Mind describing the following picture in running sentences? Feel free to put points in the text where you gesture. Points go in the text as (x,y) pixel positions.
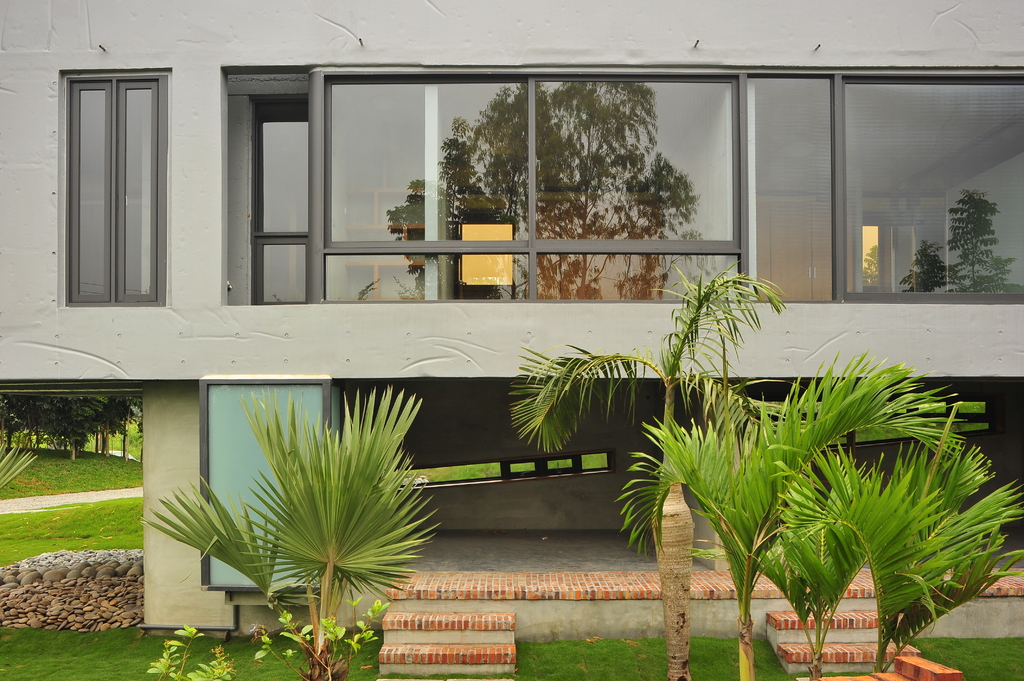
There are plants (663,491) at the bottom of this image (743,509) and there is a building (486,305) in the background (413,277). We can see a grassy land (76,462) and trees (75,446) on the left side of this image (98,454).
